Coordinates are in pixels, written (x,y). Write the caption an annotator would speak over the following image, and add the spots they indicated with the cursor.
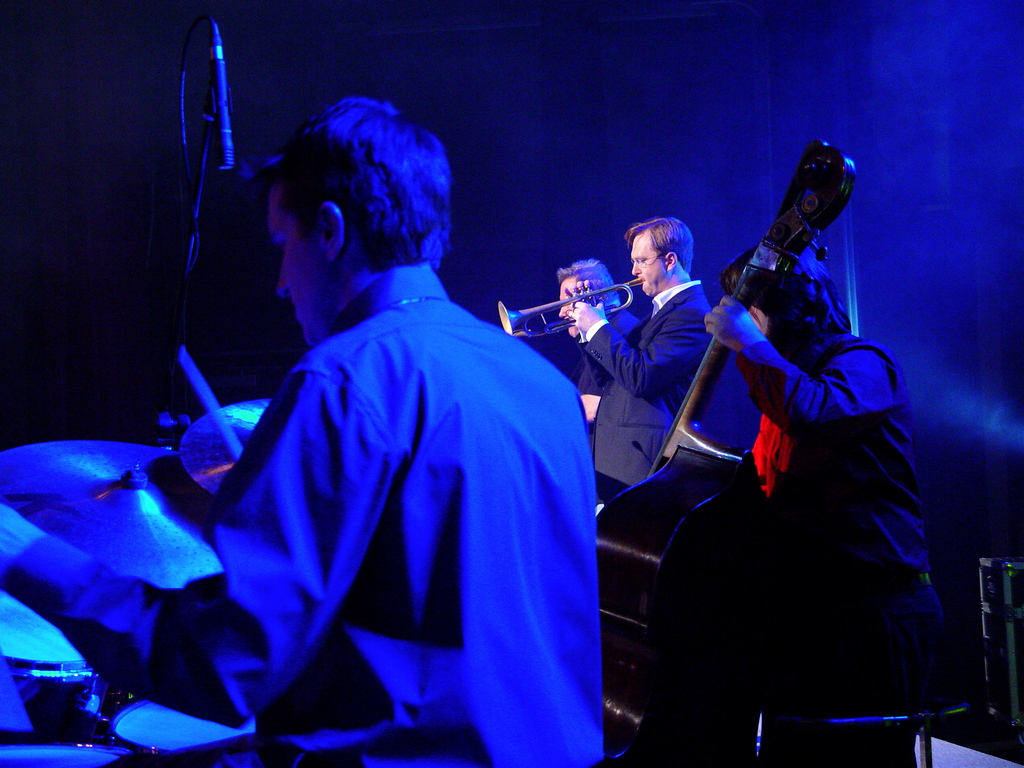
In this image, I can see four people (573,400) playing the musical instruments (695,510). On the left side of the image (204,185), I can see a mike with a mike stand (193,232). The background (899,80) looks blue and black in color.
